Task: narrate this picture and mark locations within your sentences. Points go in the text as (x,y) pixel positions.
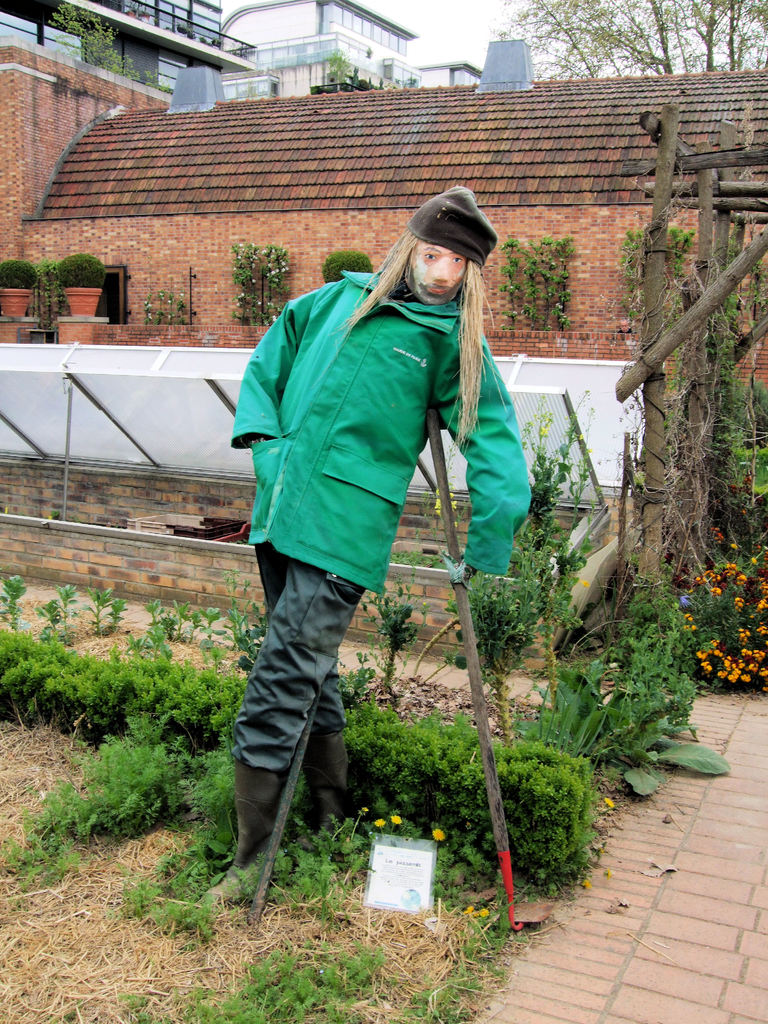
In this picture I can see a scarecrow (290,327), there is grass (318,893), there are plants (397,721) with flowers (721,663), there are wooden poles (665,343), there are buildings (17,118) and trees (647,35).
